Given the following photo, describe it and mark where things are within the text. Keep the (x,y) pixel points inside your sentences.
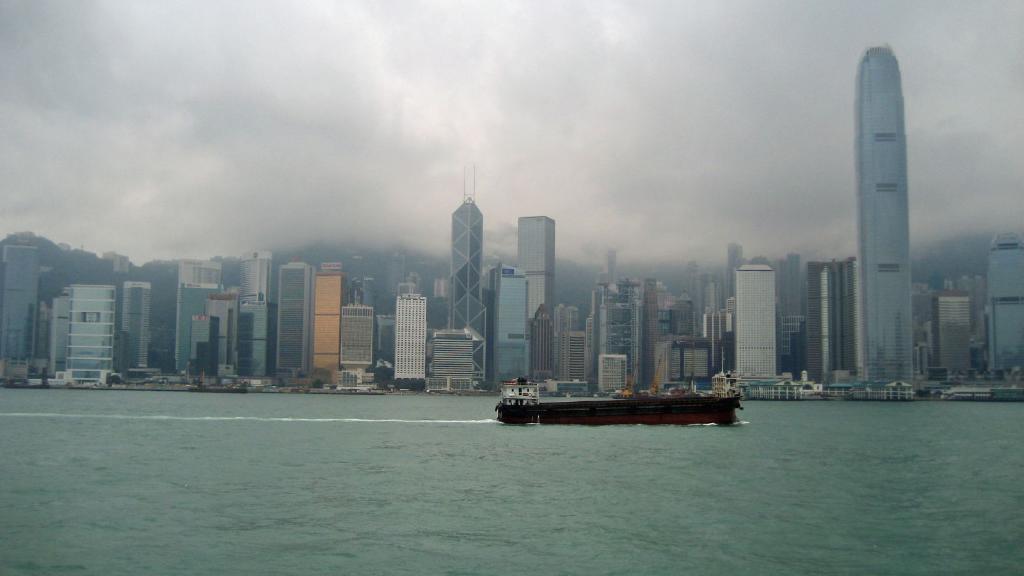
In this image there is a ship (534,405) on the river (660,471), in the background (558,327) there are huge buildings (657,327) and the sky (407,129).
